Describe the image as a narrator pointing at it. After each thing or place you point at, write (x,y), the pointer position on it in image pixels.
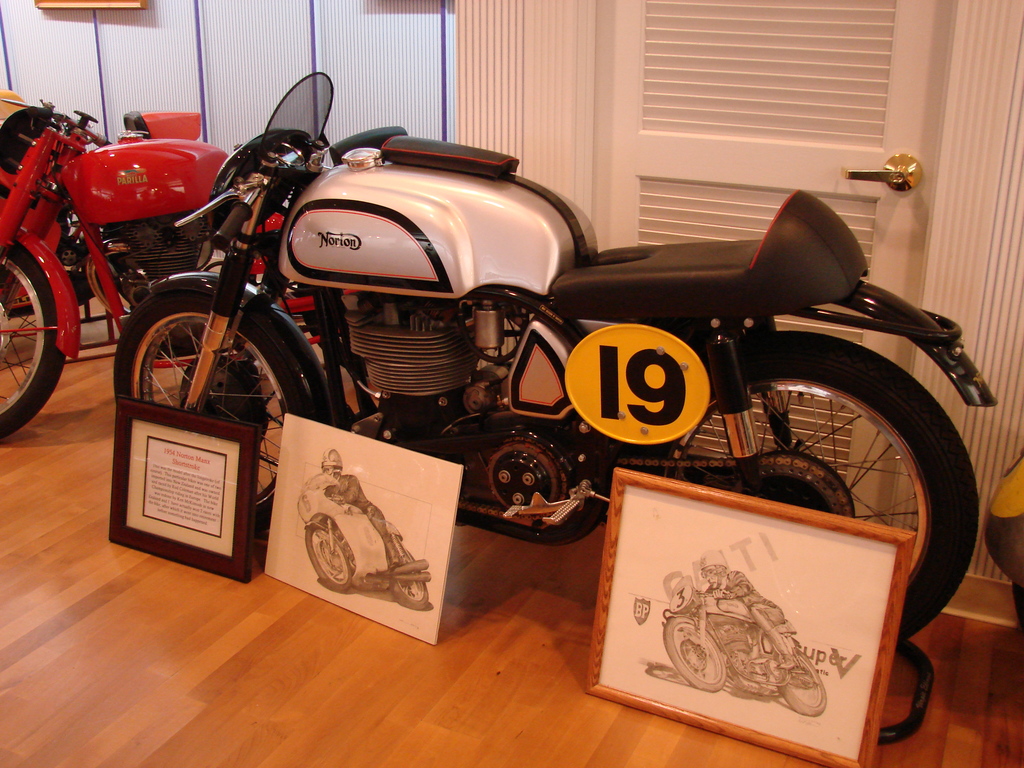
On the left side (44,388), there is an red color bike (66,295) parked on the floor (72,544). In the middle of this image (654,434), there is a gray color bike (481,165) having a yellow color number plate (654,422) attached to it, parked on the floor (537,628). On this floor (527,636), there are three boards (209,490) arranged. In the background (931,152), there is a door (707,202) and a wall (219,90).
